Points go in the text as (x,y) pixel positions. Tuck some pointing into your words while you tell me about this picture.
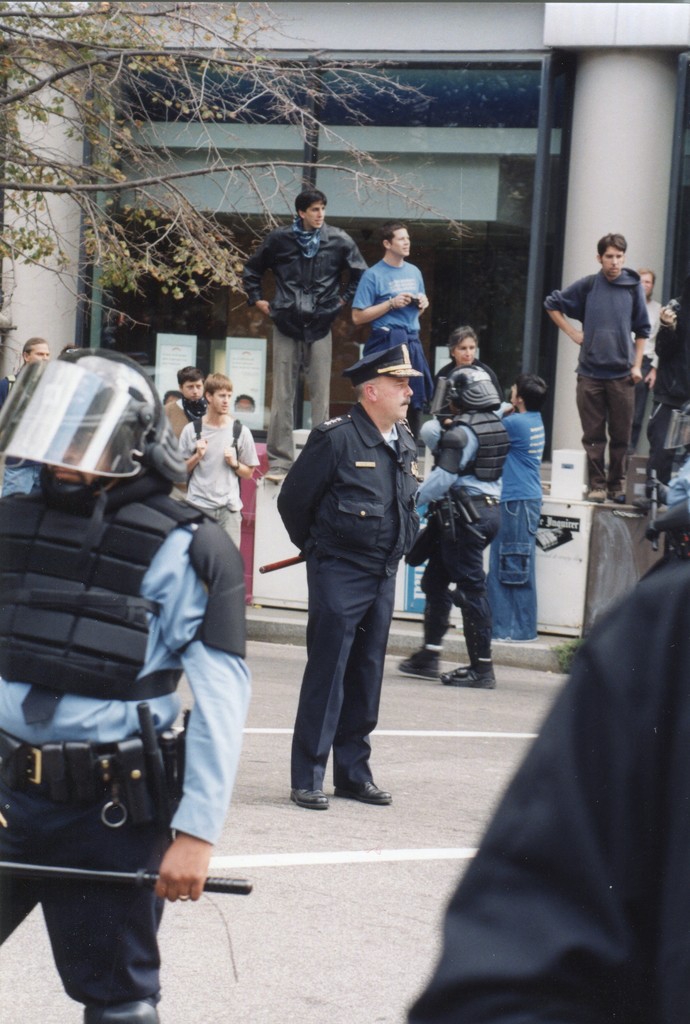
In this image a person (322,701) is standing on the road (359,838). He is wearing uniform (365,501), cap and he is holding a stick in his hand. Left side (227,573) there is a person (84,679) wearing a jacket (64,621), helmet (29,446) and he is holding a stick (10,865) in his hand (196,867). There are few persons (458,500) standing on the road (38,1005). Few persons (651,455) are standing on the wall (296,580). Behind them there is a building (468,179). Left top there is a tree (0,43) having few leaves (234,19).
